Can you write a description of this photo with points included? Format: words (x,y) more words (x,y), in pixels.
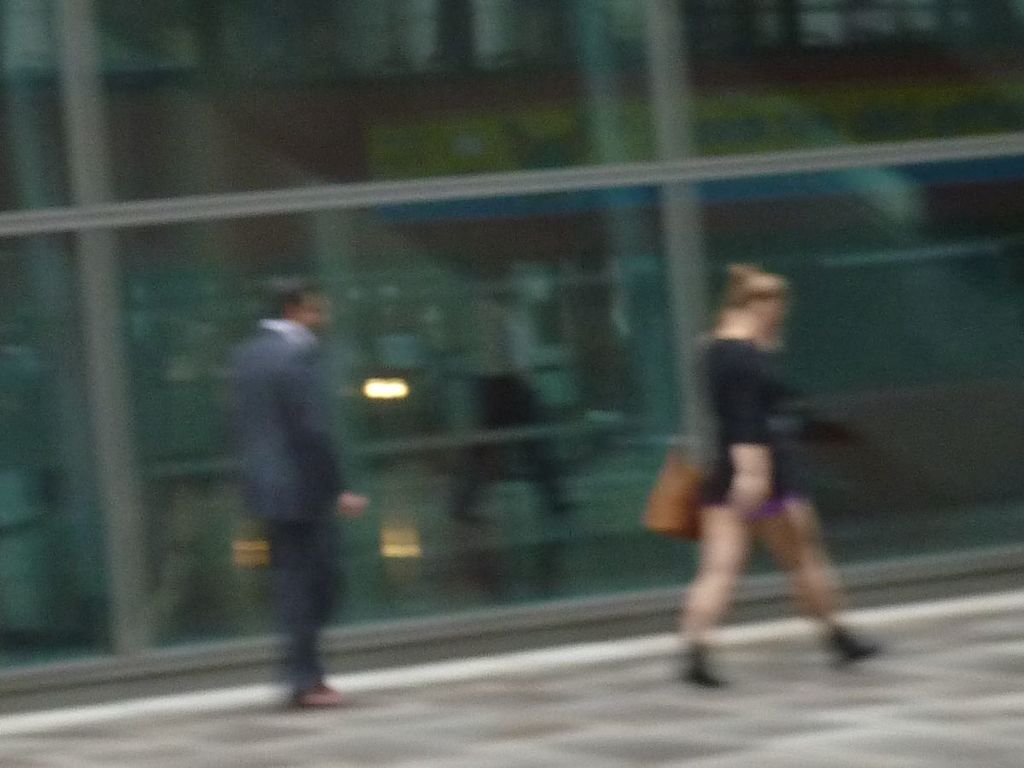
In this image there is one person (313,461) standing on the left side (286,441), and one women (731,452) is walking on the right side (698,486) and holding a bag (665,488). There is a glass wall (574,240) in the background (655,376).
